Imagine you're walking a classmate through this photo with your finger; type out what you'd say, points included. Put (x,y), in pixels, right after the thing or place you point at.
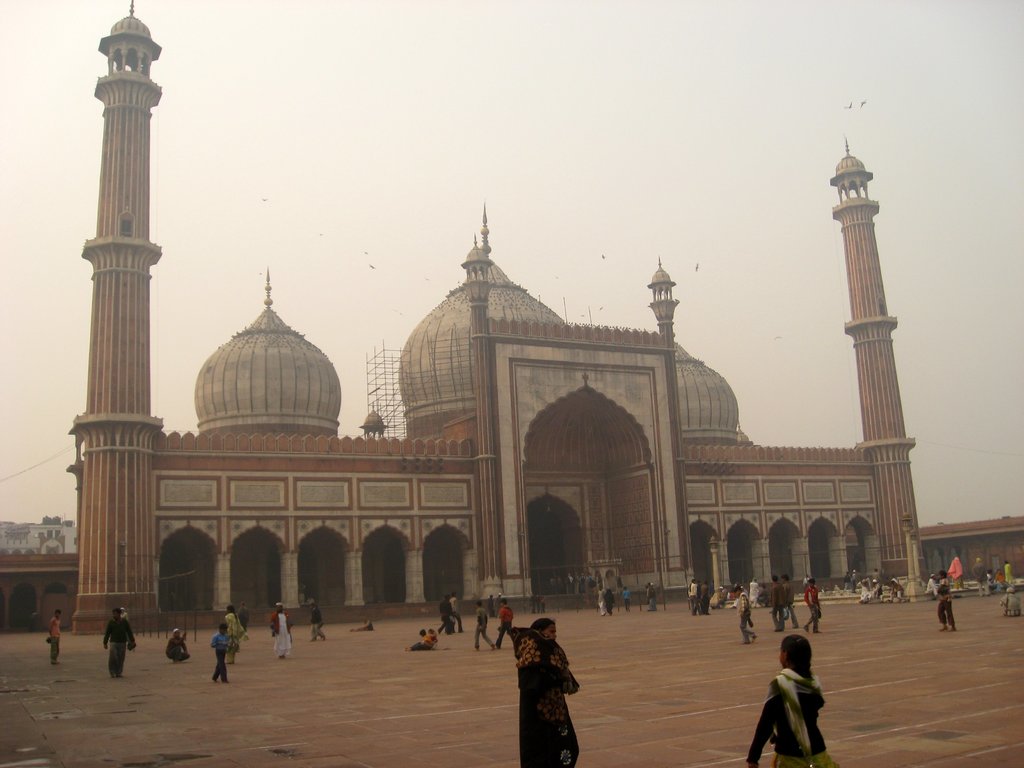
There are people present at the bottom of this image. We can see a building (306,511) in the middle of this image (598,511) and the sky (462,173) is in the background (450,174).
